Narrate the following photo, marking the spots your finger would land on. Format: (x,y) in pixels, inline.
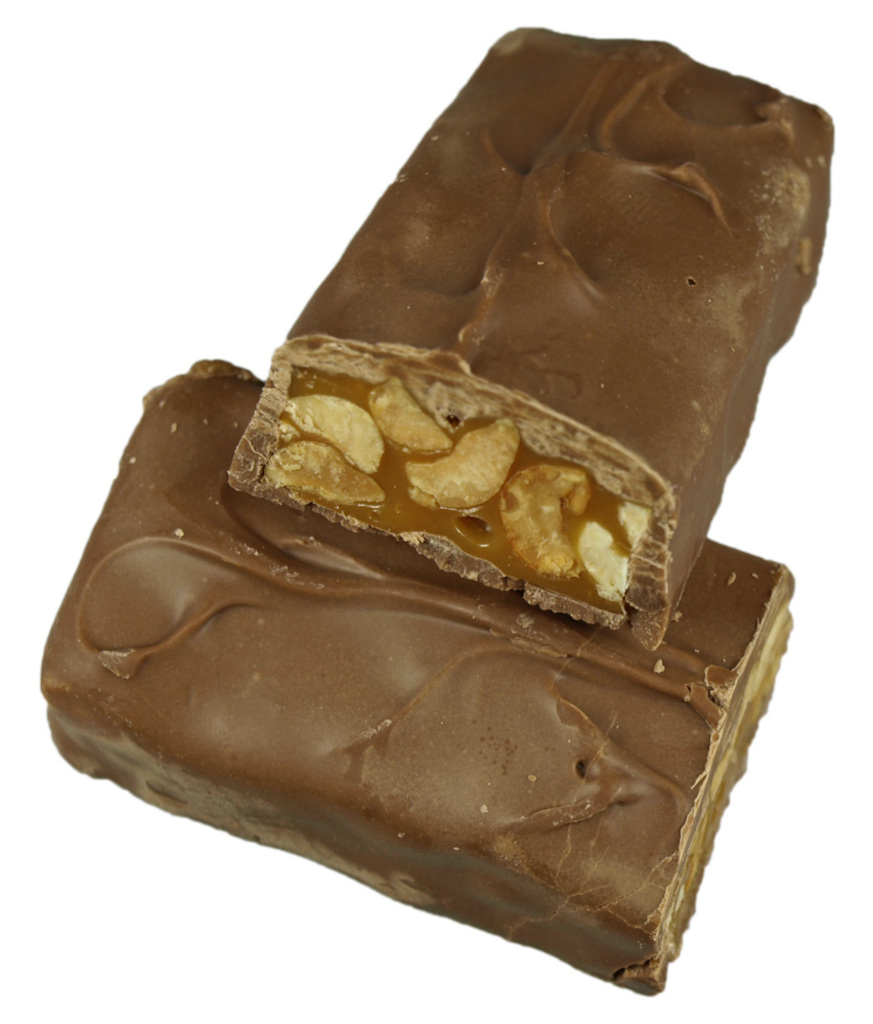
In this image there are two pieces (426,522) of chocolate (551,426) and nuts (523,477) in it.
